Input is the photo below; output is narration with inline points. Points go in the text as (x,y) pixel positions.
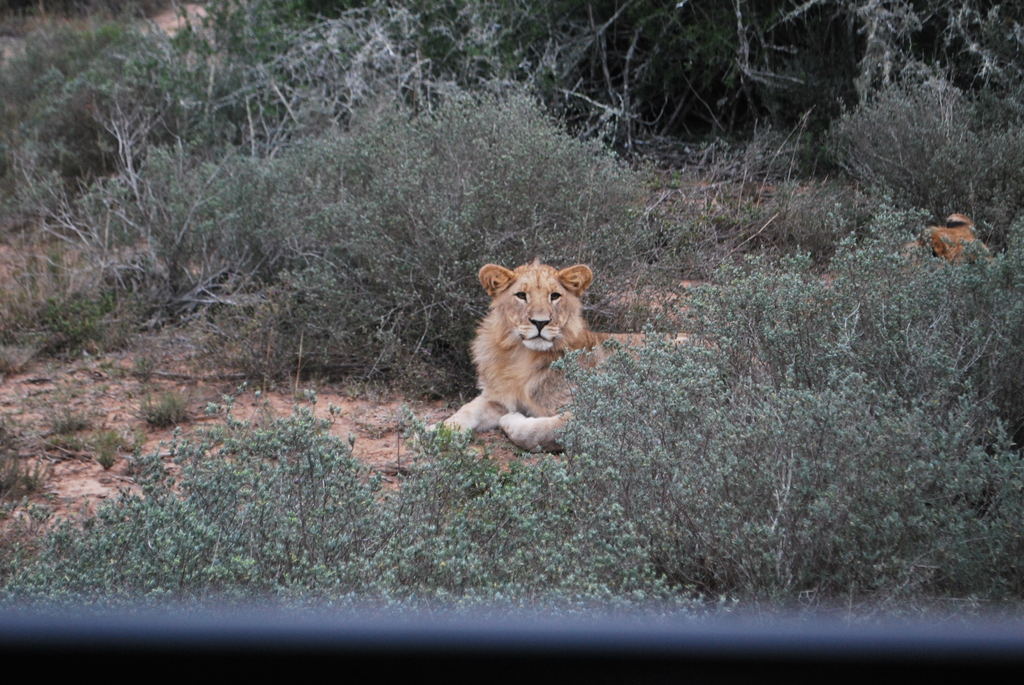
In this image we can see a lion (515,367) on the ground (373,438) and plants (378,175).
